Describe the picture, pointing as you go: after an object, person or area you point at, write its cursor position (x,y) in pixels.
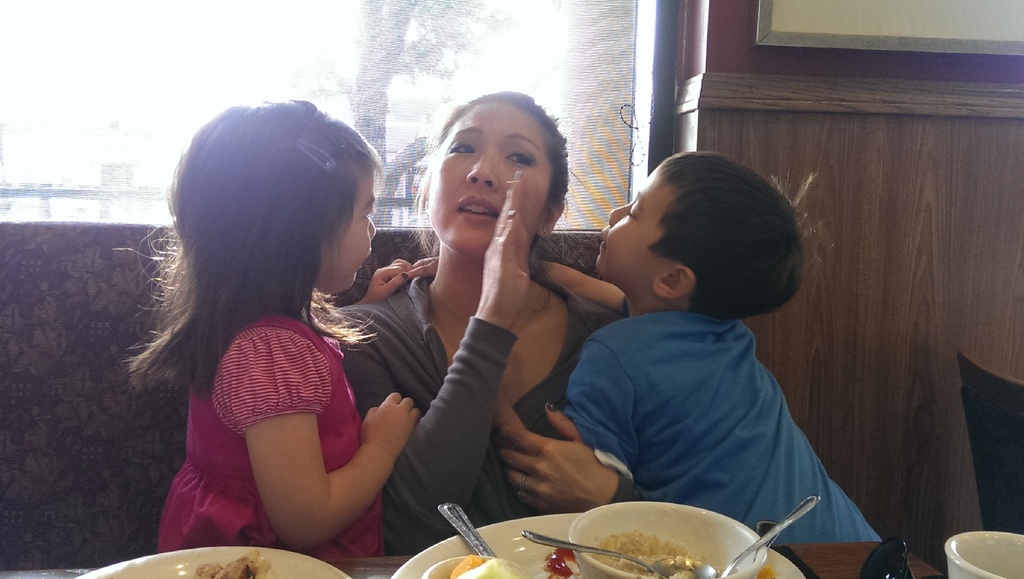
In this image there is a woman (480,348) in the middle (480,348), who is sitting in the sofa (149,391). Beside the woman (433,343) there are two kids (342,332) who are trying to kiss the woman (475,306). In front of her there is a table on which there are plates (462,546) and bowls (704,540). In the bowls (719,545) there is food (656,560) and spoons (624,554). In the background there is a glass window (432,40). On the right side (905,186) there is a wall (925,189) in the background (933,181). On the right side (1003,486) bottom there is a chair (1003,486). On the right side (851,23) top there is a board (850,33). Through the glass window (515,59) we can see the tree (378,80).
